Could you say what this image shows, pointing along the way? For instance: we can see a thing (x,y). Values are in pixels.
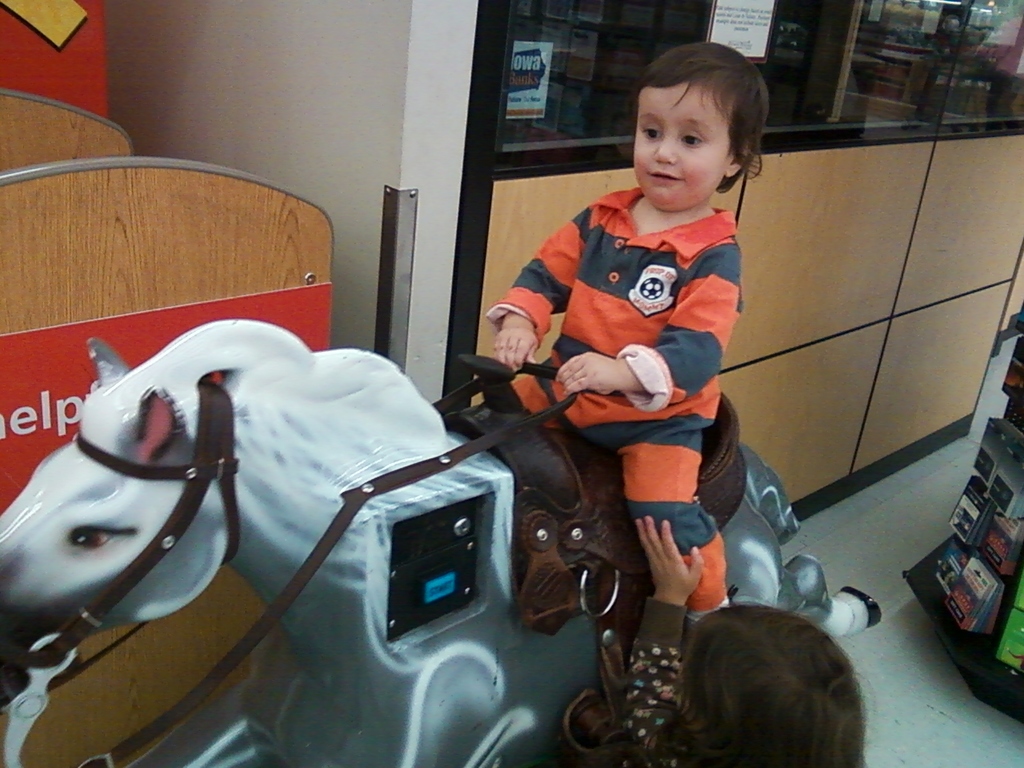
As we can see in the image there is a white color wall (379,141), cupboards (876,319) and a boy (681,258) sitting on toy horse (441,600).
